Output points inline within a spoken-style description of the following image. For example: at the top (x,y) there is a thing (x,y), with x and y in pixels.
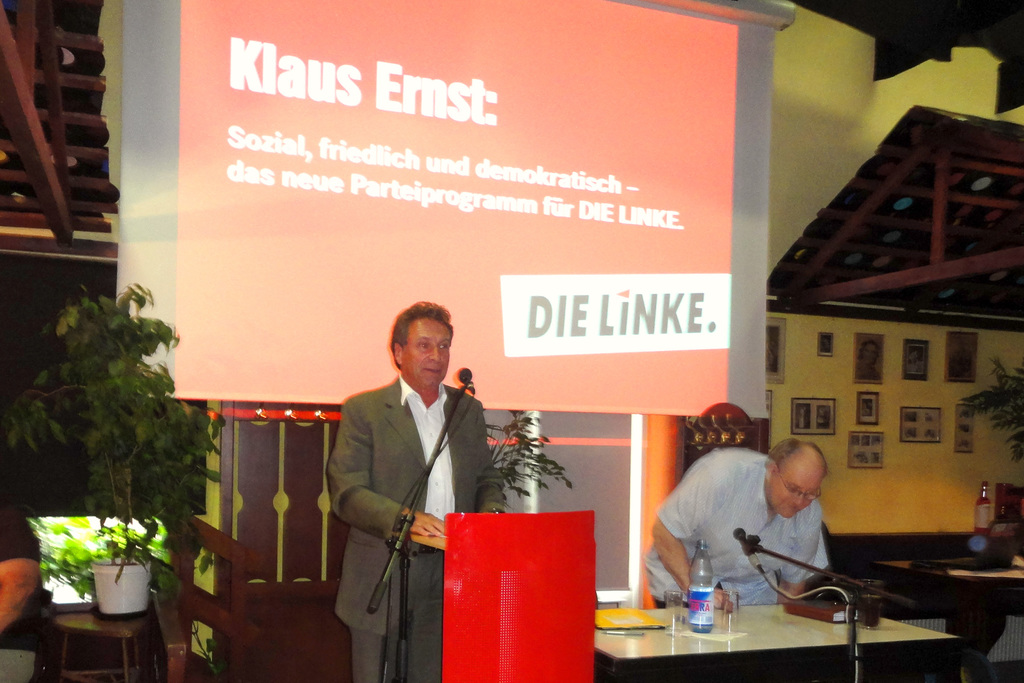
a person (418,470) is standing wearing a suit (424,566). in front of him there is a microphone (442,428) and a podium (462,560) which is red in color. at the right (781,608) there is a table (738,641) on which there is a bottle (701,614), microphone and a book (827,610). behind that a person (760,514) is standing. at the back (647,187) there is a projector display (665,56) which is red in color. at the left (129,626) there is a plant (139,536) on a table (127,629). at the right (944,578) there is a table (1019,578) and at the back (919,521) there is a wall (870,509) on which there are photo frames (866,424).
